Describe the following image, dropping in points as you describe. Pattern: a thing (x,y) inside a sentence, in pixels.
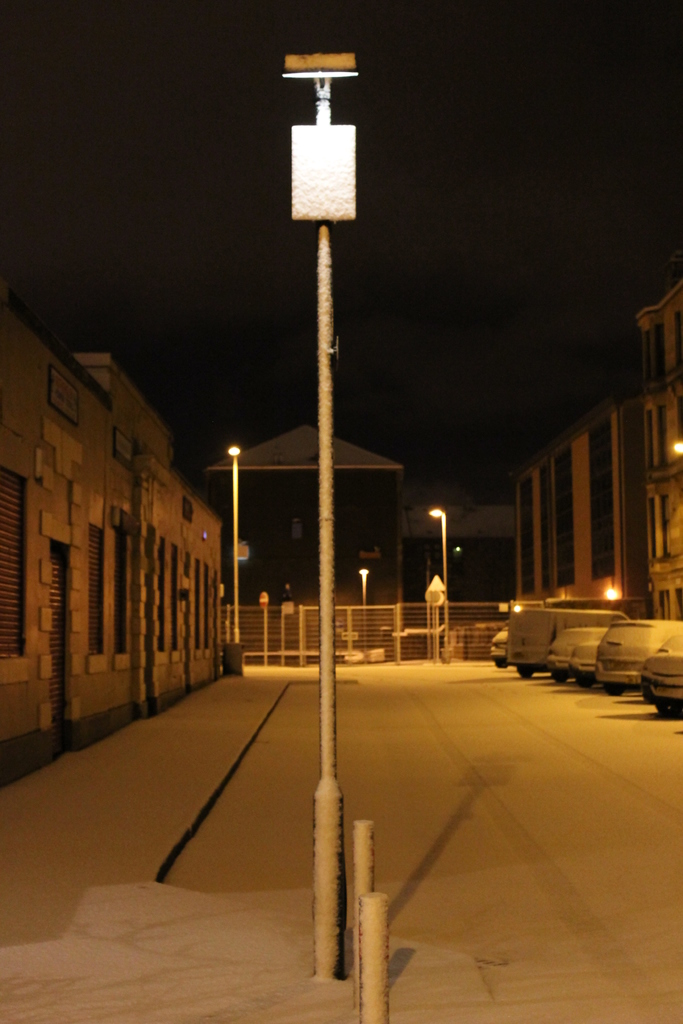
This image is clicked on the road (531,840). In the center (322,606) there is a street light pole (312,72). To the right (588,664) there are vehicles (604,647) parked on the road (435,819). On the either sides of the image there buildings (605,535). In the background (392,635) there are street light poles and a railing (382,630). At the top (184,182) there is the sky (465,339).
